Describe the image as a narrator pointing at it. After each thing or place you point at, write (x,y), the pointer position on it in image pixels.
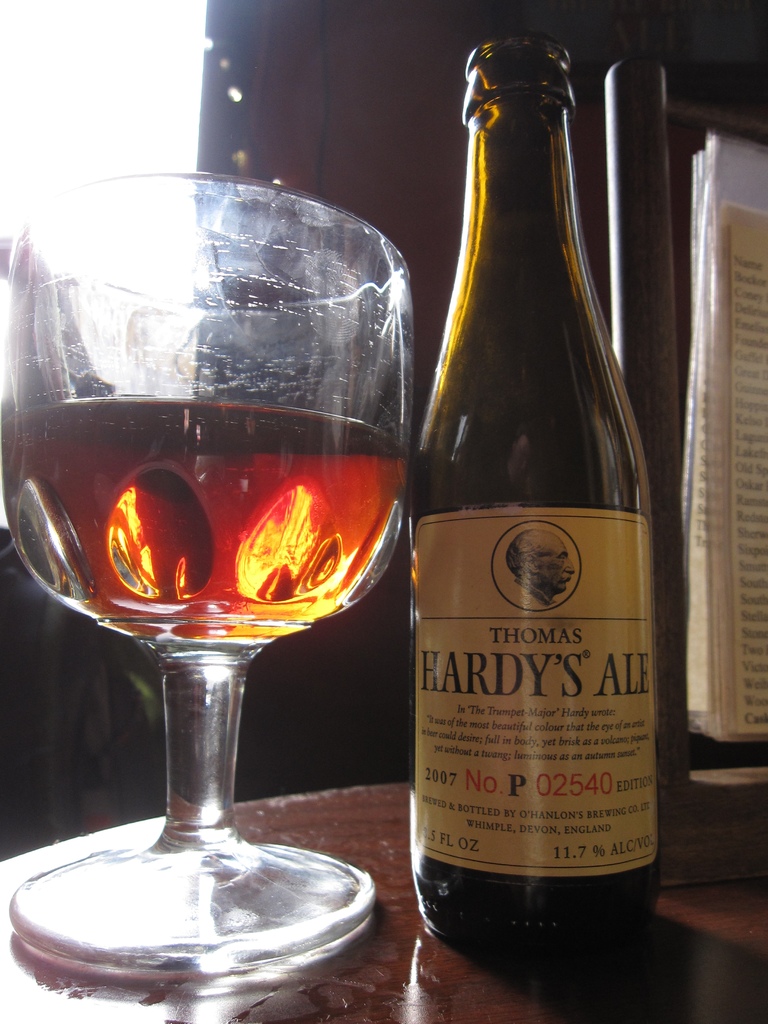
In this image in the foreground (535,643) there is one bottle (529,771), and glass (134,416) and in the glass (101,460) there is some drink (203,612). And at the bottom (330,965) there is a table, and on the right side of the image (702,371) there are some papers (706,395) and some object (689,787). And in the background (150,75) there is a window (199,26) and wall (251,97).
